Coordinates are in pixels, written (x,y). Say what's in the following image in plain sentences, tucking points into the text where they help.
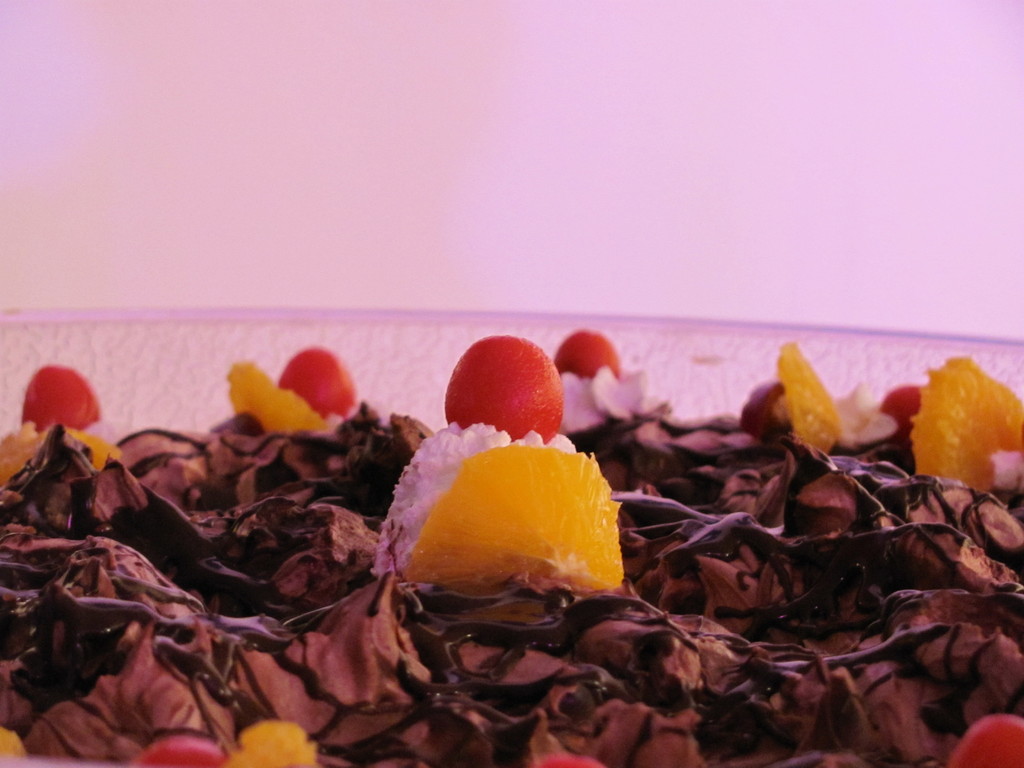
In this image, we can see a cake (639,433) and there are some red color cherries (471,392) on the cake (601,399).
